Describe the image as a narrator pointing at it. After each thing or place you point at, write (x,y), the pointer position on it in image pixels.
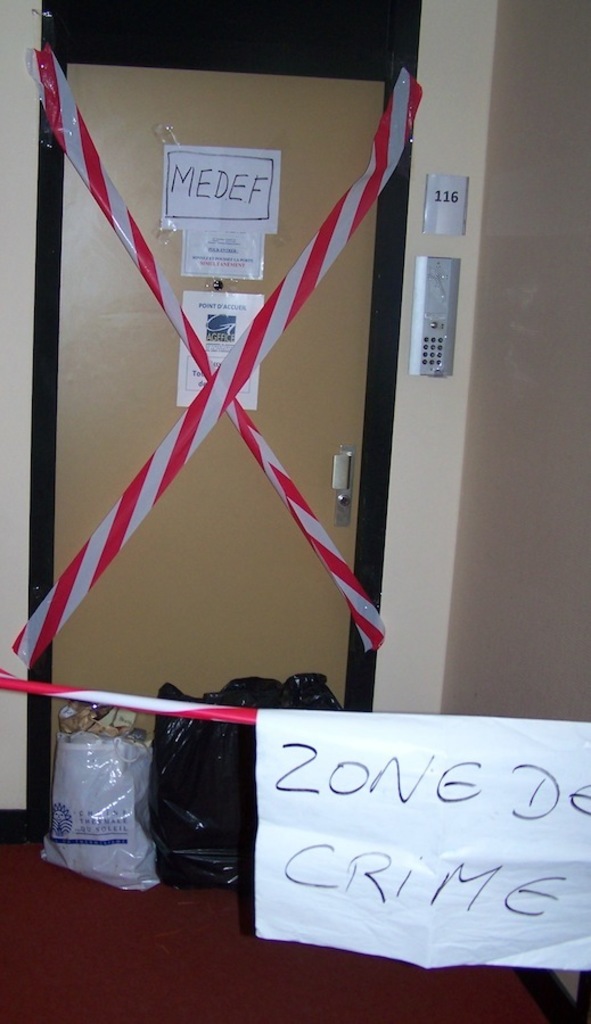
In this picture there is a red color object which has a paper (402,727) attached to it and there is something written on the paper (383,815) and there is a closed door (86,493) which has something written on it and there are few carry bags (201,727) placed in front of the door (205,611).
